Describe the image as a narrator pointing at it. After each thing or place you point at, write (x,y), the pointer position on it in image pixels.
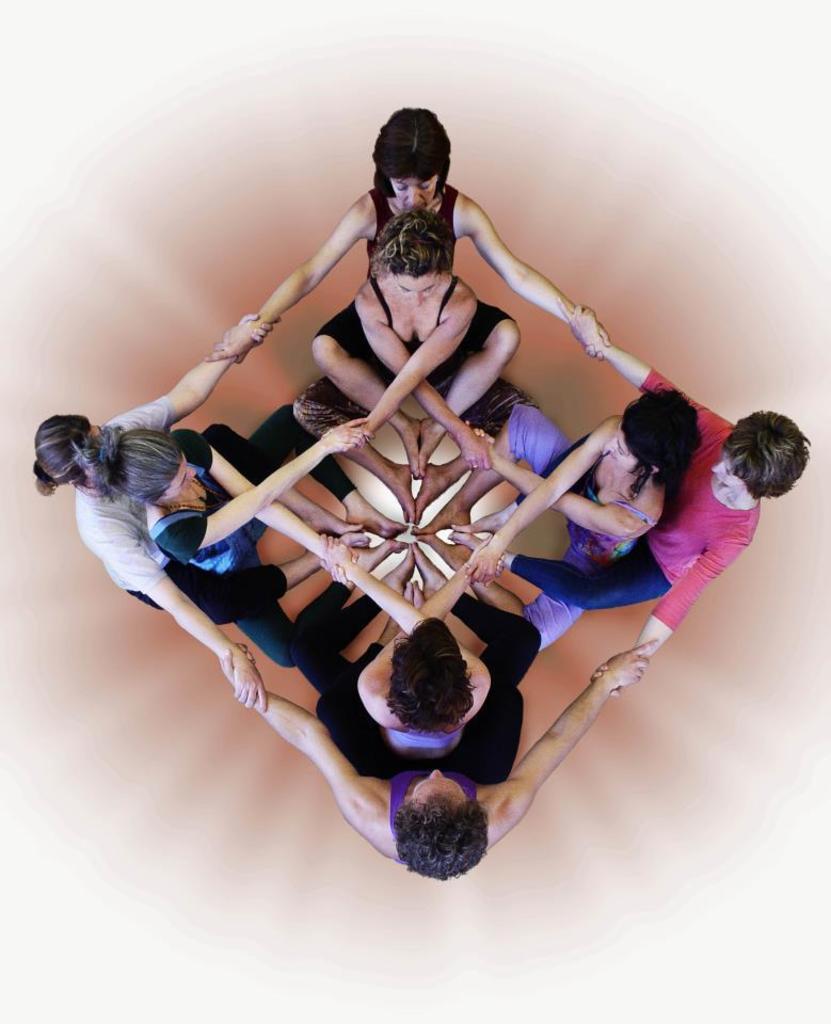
In this image i can see eight people (404,267) are holding their hands (594,322) and legs (375,463) together and i can see the background (745,1001) is white.
